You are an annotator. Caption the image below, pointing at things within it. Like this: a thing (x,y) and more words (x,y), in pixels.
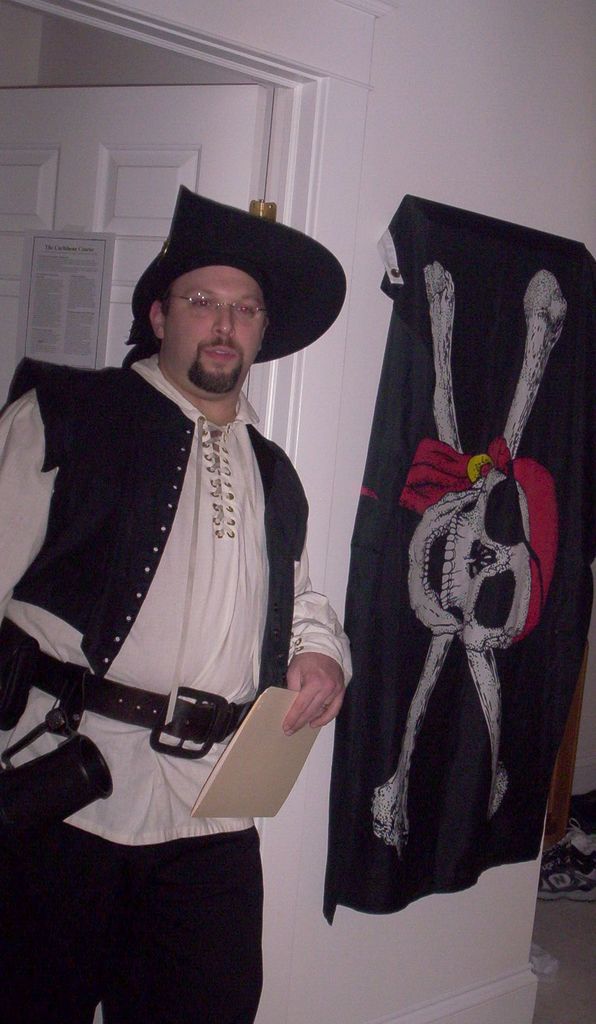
In this picture we can observe a person (117,792) standing, wearing a black color hat (282,279) on his head (221,292) and spectacles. He is in a pirate costume (143,686). On the right side (474,500) there is a black color flag (472,501) hanged to the wall (355,443). We can observe a white color door (112,169) in the background (83,150).
